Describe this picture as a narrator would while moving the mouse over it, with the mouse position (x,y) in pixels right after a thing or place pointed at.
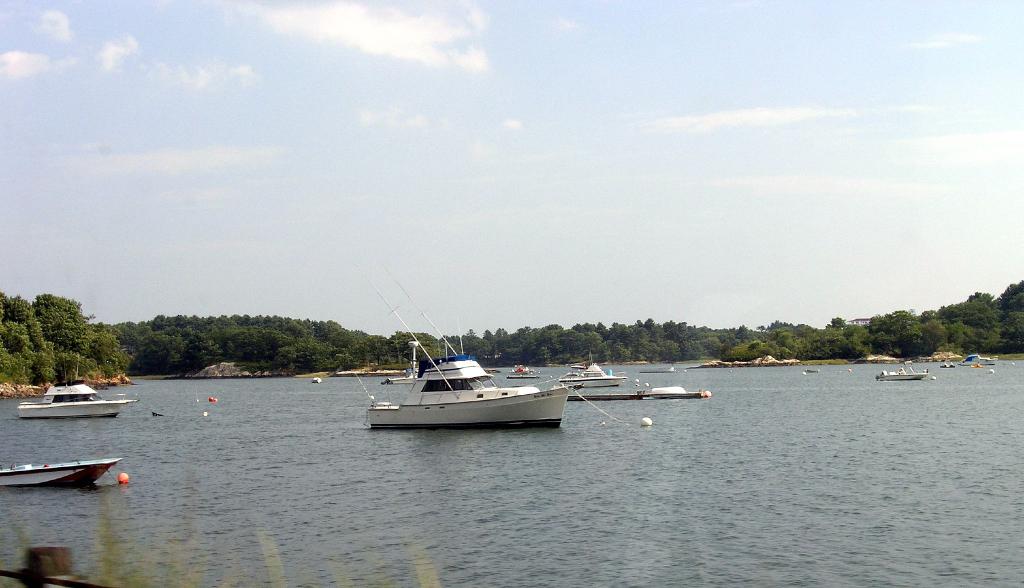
in the foreground of the picture (531,400) there is a water body (507,370), in the water (139,453) we can see lot of boats (518,392). In the middle of the picture (521,346) there are trees (283,365). At the top (681,122) there is sky (875,116).
